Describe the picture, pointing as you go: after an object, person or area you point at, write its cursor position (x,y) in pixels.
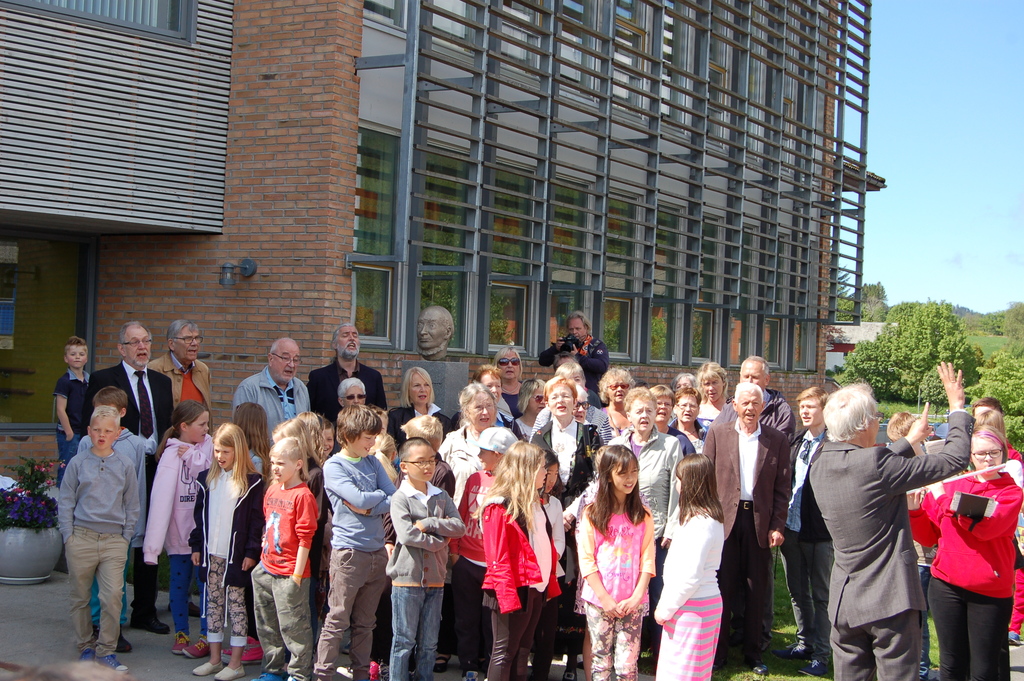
In this image in the front (545,461) there are group of persons (635,465) standing and smiling. In the background (507,338) there is a building (550,234) and there are trees (978,318) and there's grass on the ground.
